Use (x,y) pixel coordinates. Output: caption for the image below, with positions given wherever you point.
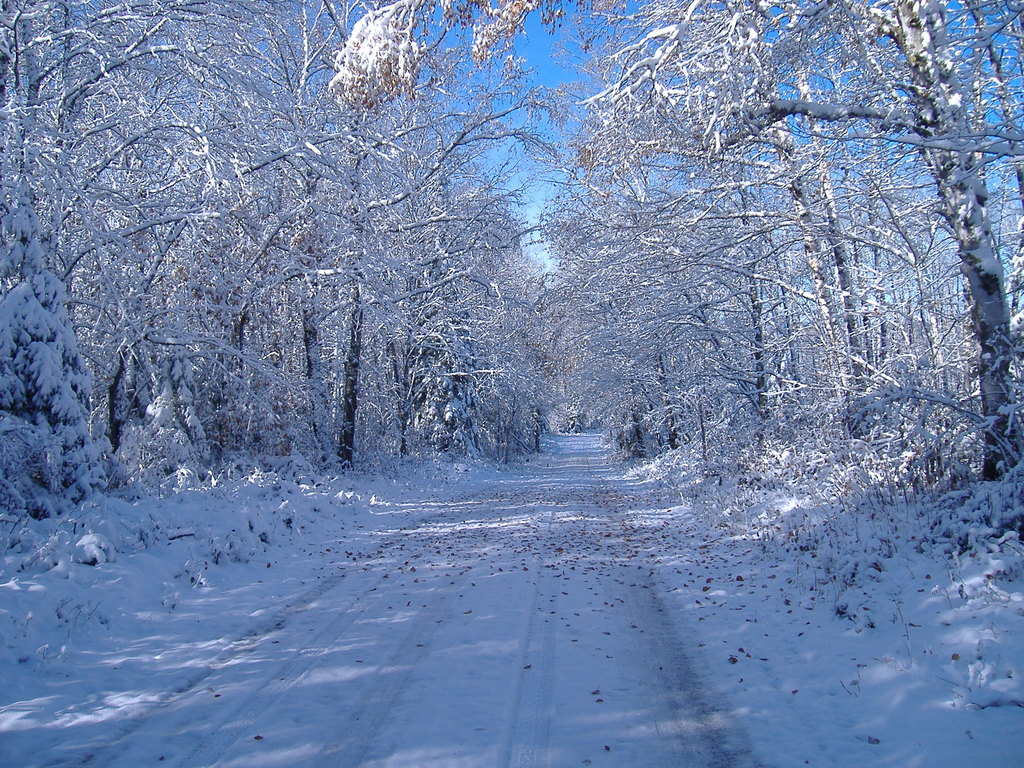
In this picture I can see many trees (492,219). At the bottom (599,653) there is a road (351,753). Beside that I can see the leaves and snow (860,756). At the top (629,7) there is a sky (564,6).
